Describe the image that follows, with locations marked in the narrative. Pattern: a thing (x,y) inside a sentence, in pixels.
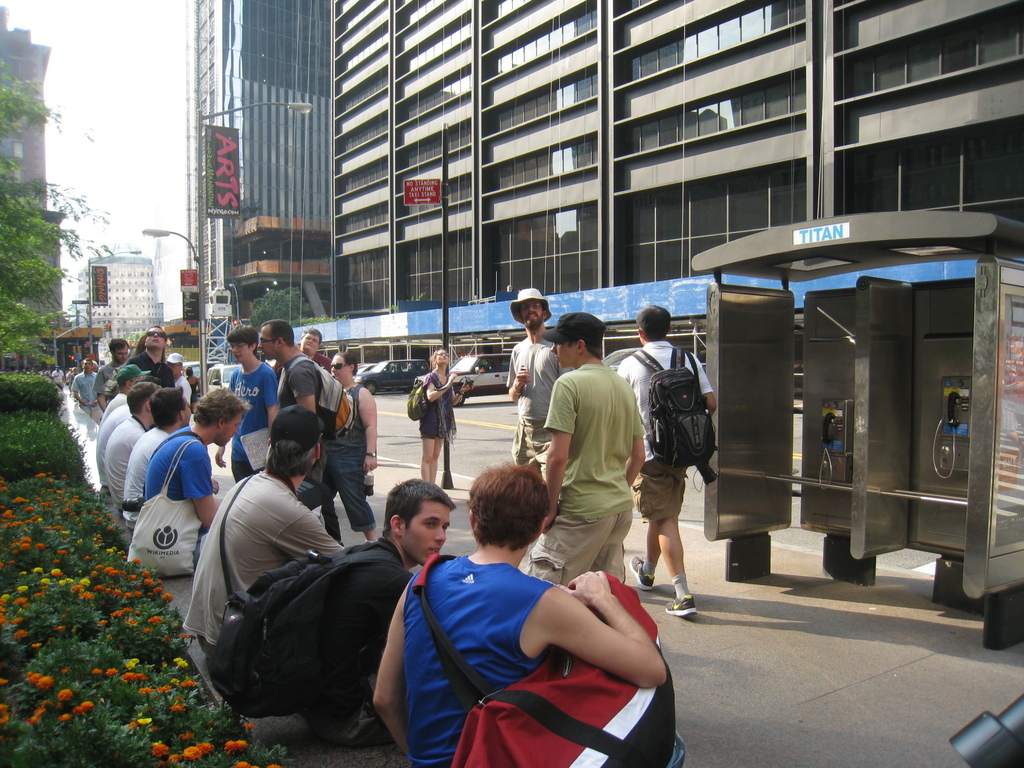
In this picture there are group of people (217,417) sitting on the wall (354,755) and there are group of people (617,440) standing on the road (676,626) and there is a person (657,329) walking. At the back (656,187) there are buildings (665,252), trees (22,216) and poles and there are hoardings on the buildings (360,279). At the top (117,81) there is sky (108,65). At the bottom (773,651) there is a road (758,595) and there are plants (104,611) and flowers (192,747).
